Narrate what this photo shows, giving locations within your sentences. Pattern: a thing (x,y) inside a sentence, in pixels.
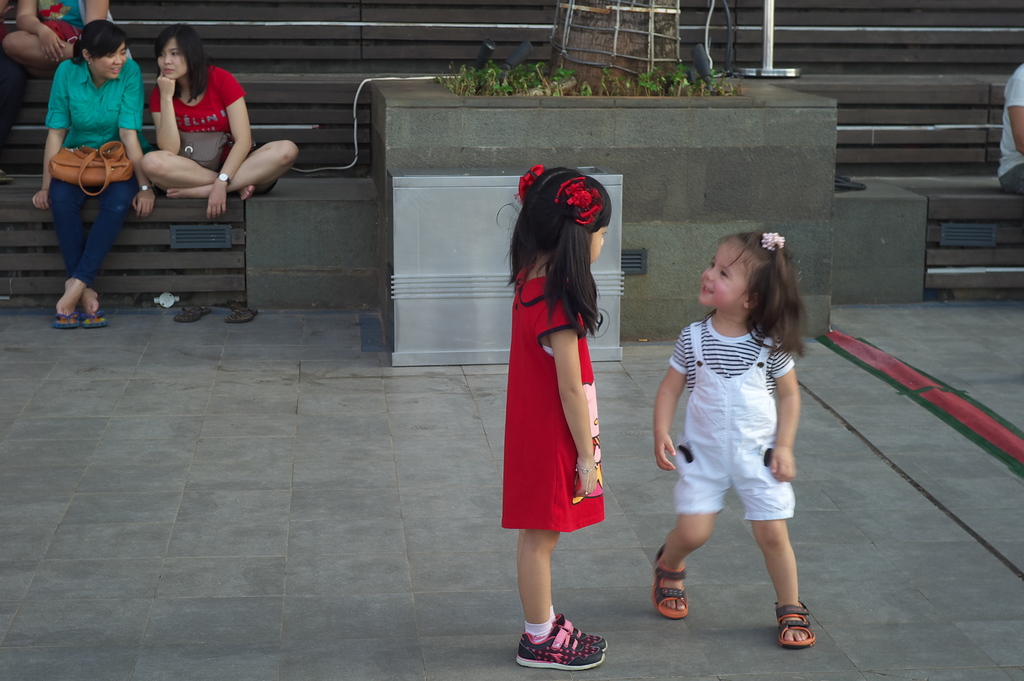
There are two small girls (707,487). In the back (212,231) there are steps (308,98). On the steps (218,57) there are people (90,70) sitting. Also there is a stand (605,98). On that there are plants (597,82). Lady (93,117) on the left (97,179) is holding a bag (115,164).
